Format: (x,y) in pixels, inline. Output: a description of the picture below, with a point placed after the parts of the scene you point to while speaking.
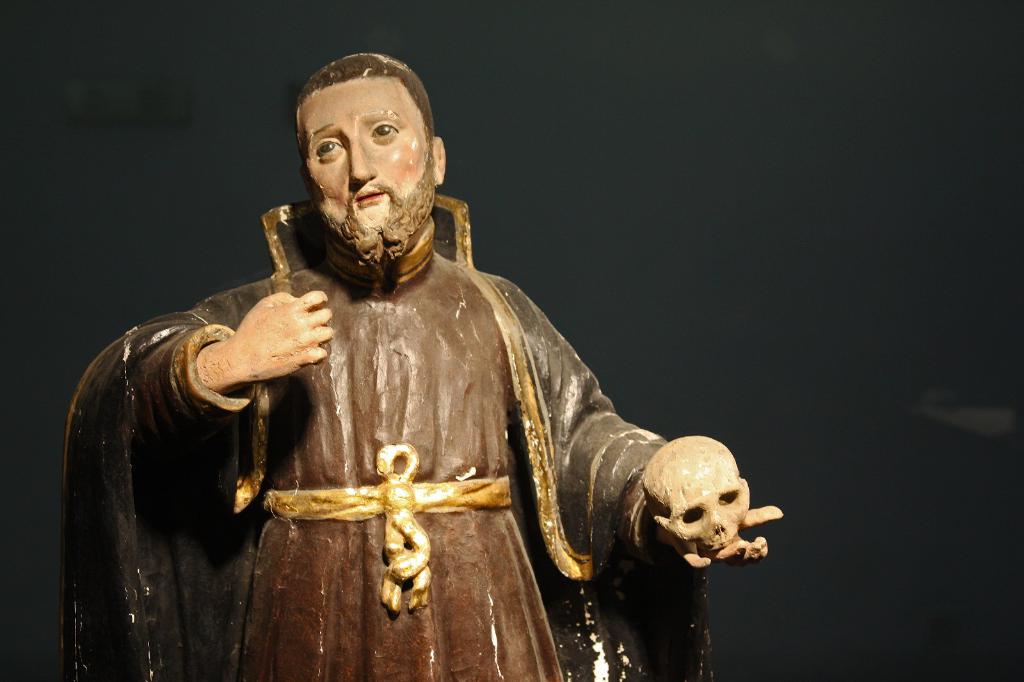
In this image, we can see a human sculpture (380,492).
